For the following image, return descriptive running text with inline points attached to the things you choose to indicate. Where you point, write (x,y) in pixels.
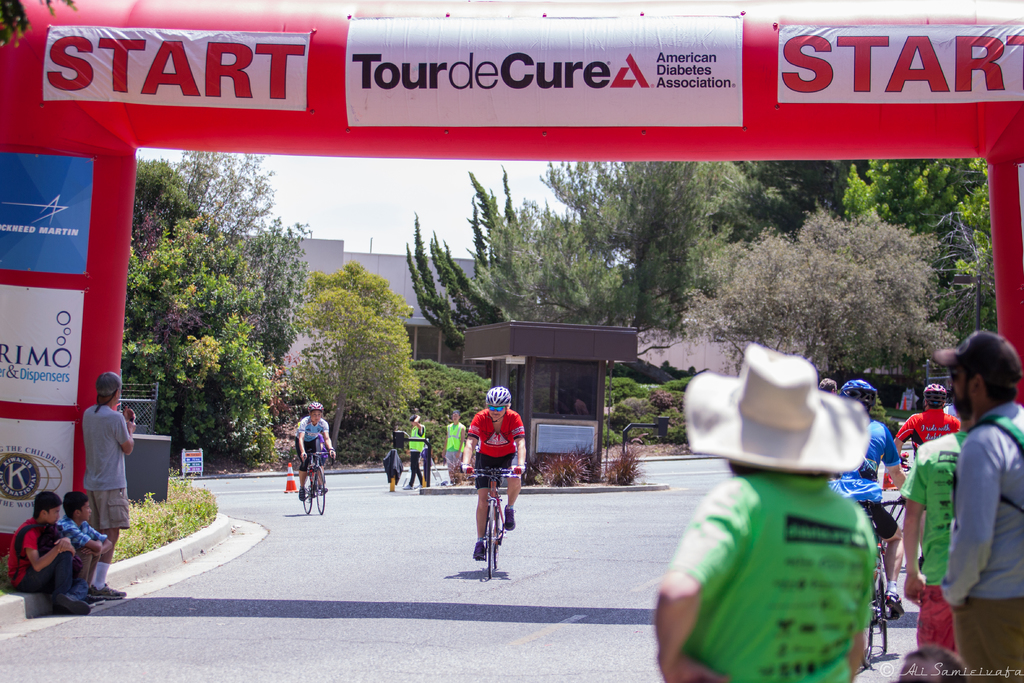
This is a place where the people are passing on bicycles (304,502) and some people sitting on the foot path (198,560) and the other people (975,577) standing on the road (683,486). There is a cabin (596,332) in between the road (274,503) and some plants (589,468) and trees (776,285) around them.
